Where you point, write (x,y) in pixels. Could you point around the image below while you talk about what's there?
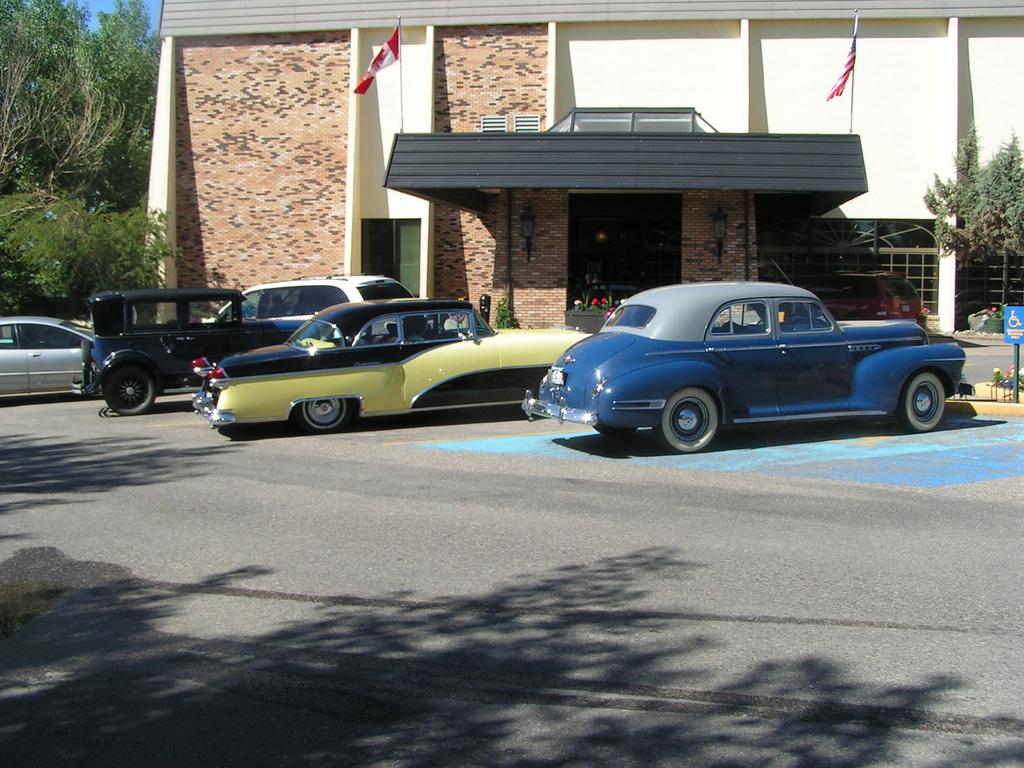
This image consists of many cars (399,354) parked on the road (440,490). At the bottom (444,602), there is a road (495,649). In the background (495,147), there is a building (516,75) along with the trees (988,239).
